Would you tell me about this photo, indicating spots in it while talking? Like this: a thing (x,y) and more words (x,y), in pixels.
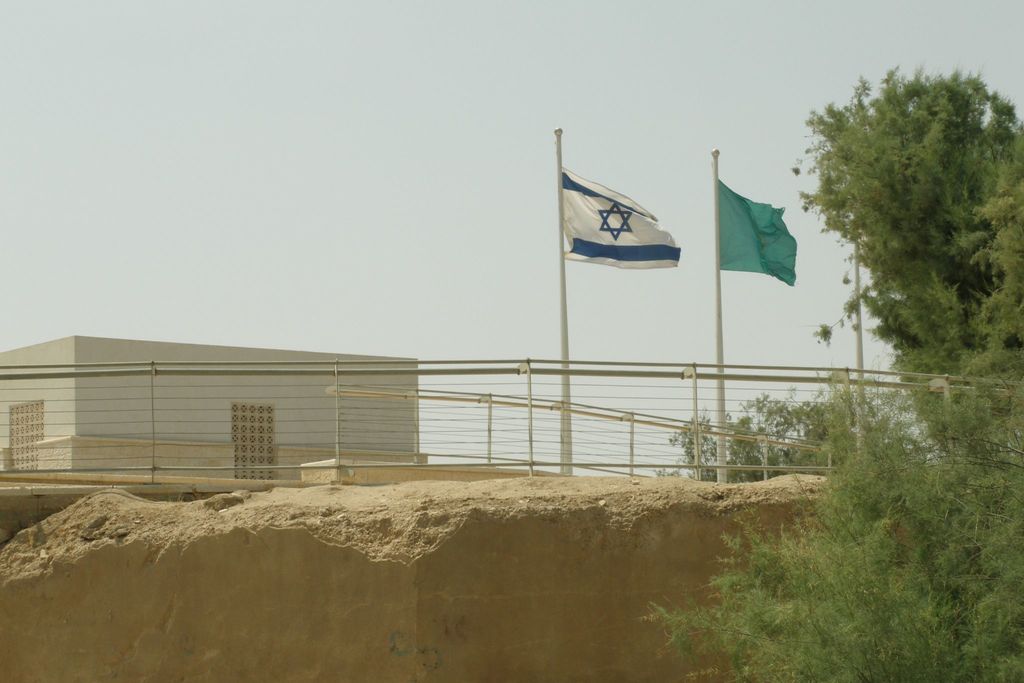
In the picture I can see flags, a building (131,423), fence (785,368), trees (971,660) and some other objects (657,488). In the background (484,218) I can see the sky (480,204).
